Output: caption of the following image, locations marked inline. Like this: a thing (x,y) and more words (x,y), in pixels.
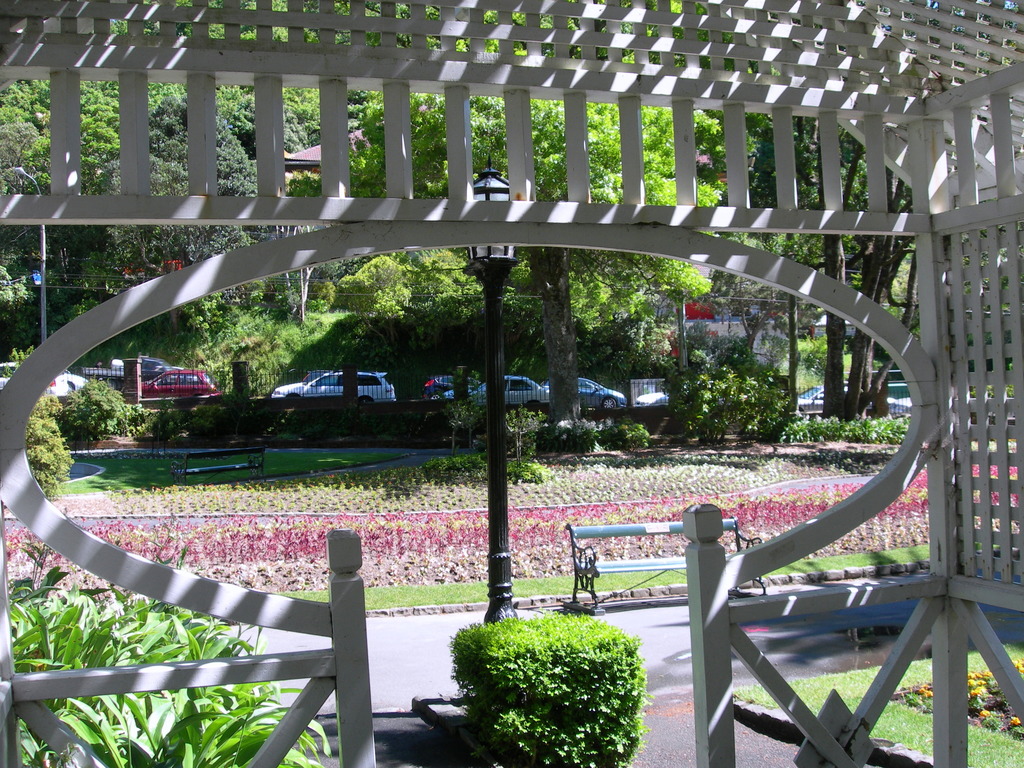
In this image I can see it looks like a wooden gate (869,696). I can see a bench (585,579) and a pole (493,524) on the road (444,621). I can see the flowers (404,560). In the background (178,388), I can see the railing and some vehicles (376,399) on the road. I also can see the trees (597,147).
